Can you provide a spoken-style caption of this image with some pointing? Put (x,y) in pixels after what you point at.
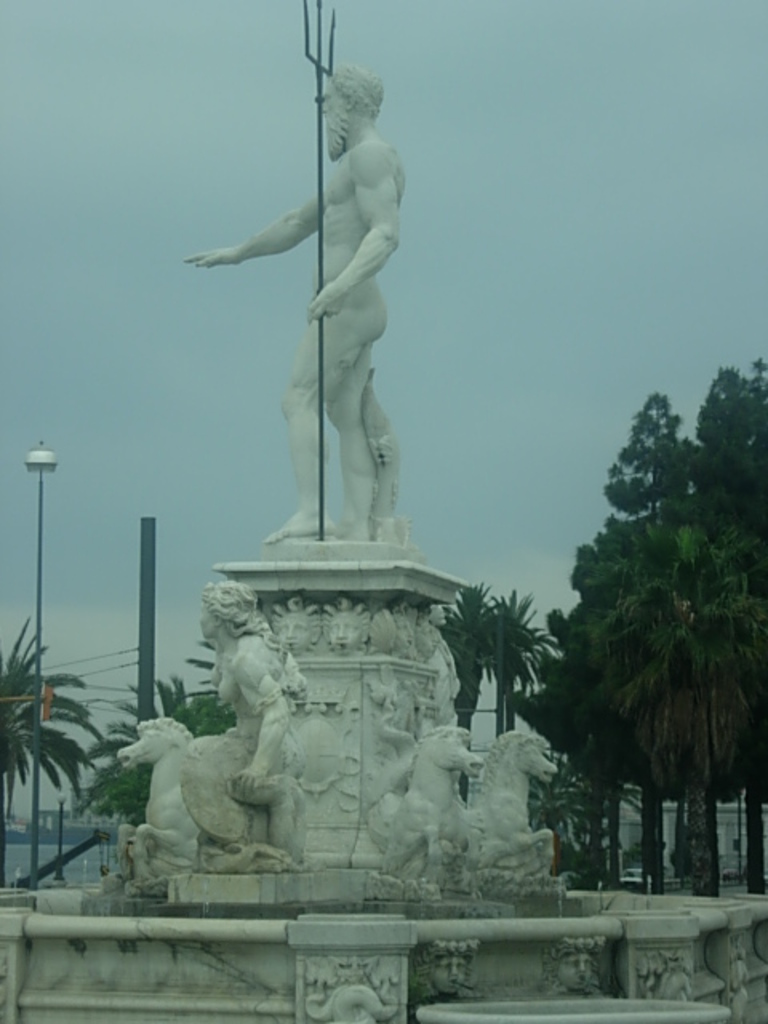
In this image there is sculpture (352,249). There are trees (12,674). There is wall (124,971). There is sky (480,339).
